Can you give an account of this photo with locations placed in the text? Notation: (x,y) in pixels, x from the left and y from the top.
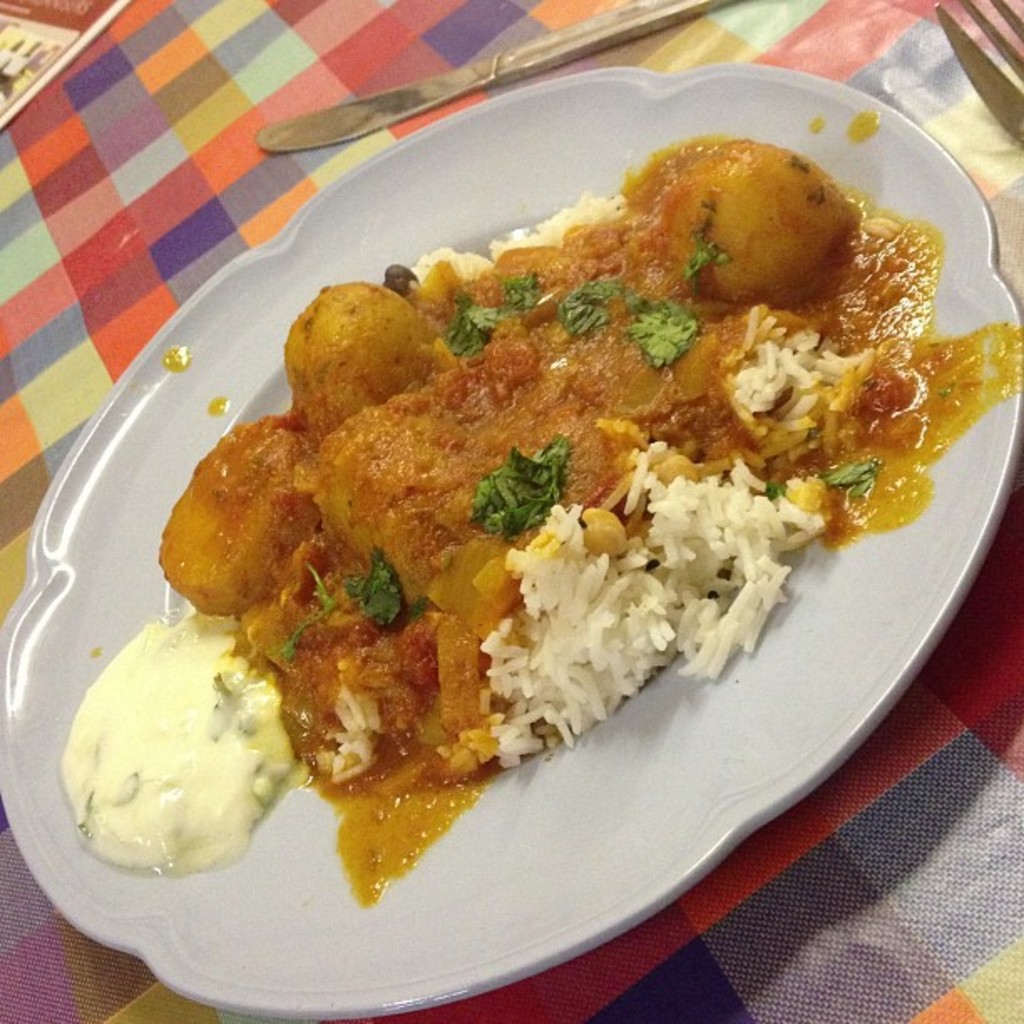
In the image we can see a plate (541,795), white in color. On the plate (546,785) we can see food item (530,657). Here we can see a knife (400,97), and a fork (1004,80).
